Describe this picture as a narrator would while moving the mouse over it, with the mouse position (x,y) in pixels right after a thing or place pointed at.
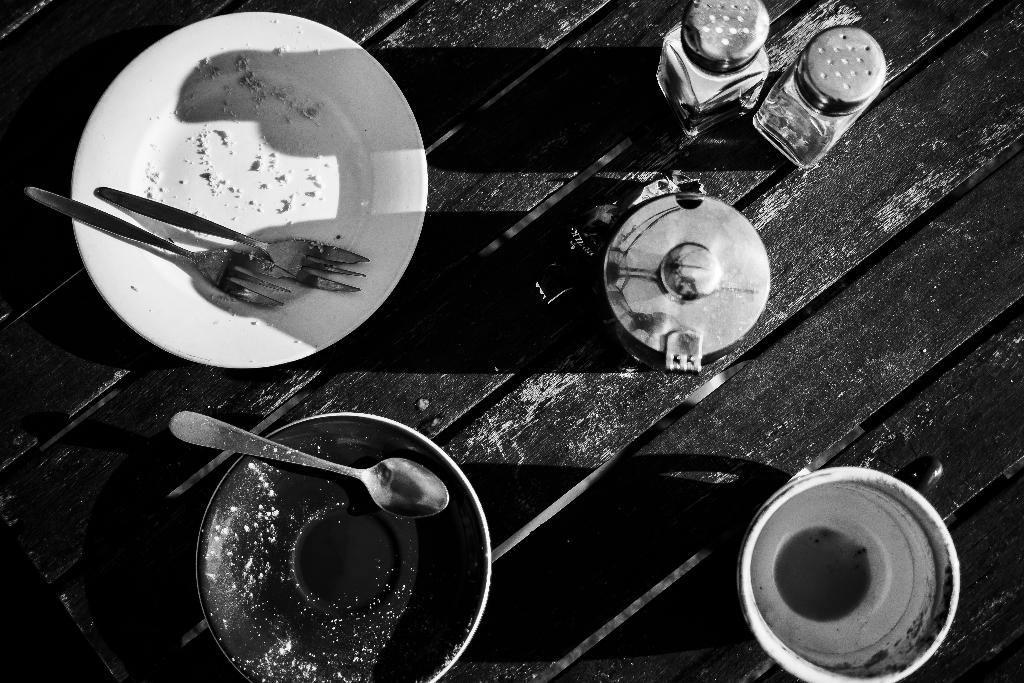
This is a black and white image. There is a wooden surface (844,355). On that there are plates (401,155), bowl (883,558) and bottles (807,76). On the plates (279,236) there are forks (270,282) and a spoon (393,466).
